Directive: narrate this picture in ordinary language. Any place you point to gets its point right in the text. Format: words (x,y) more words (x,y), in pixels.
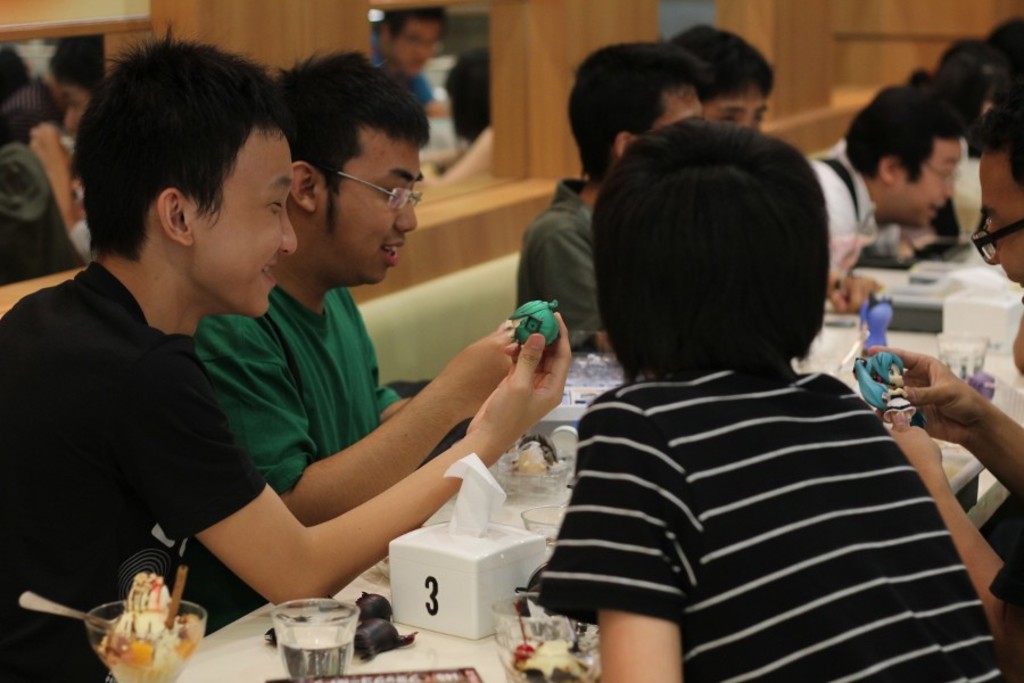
In this image we can see some people (738,272) sitting and there is a table (426,639) and on the table (419,650) we can see the food items (564,680) and some other objects (953,307) and there is a wall (553,127) which looks like a wooden wall (491,22) with the mirrors (9,73).
